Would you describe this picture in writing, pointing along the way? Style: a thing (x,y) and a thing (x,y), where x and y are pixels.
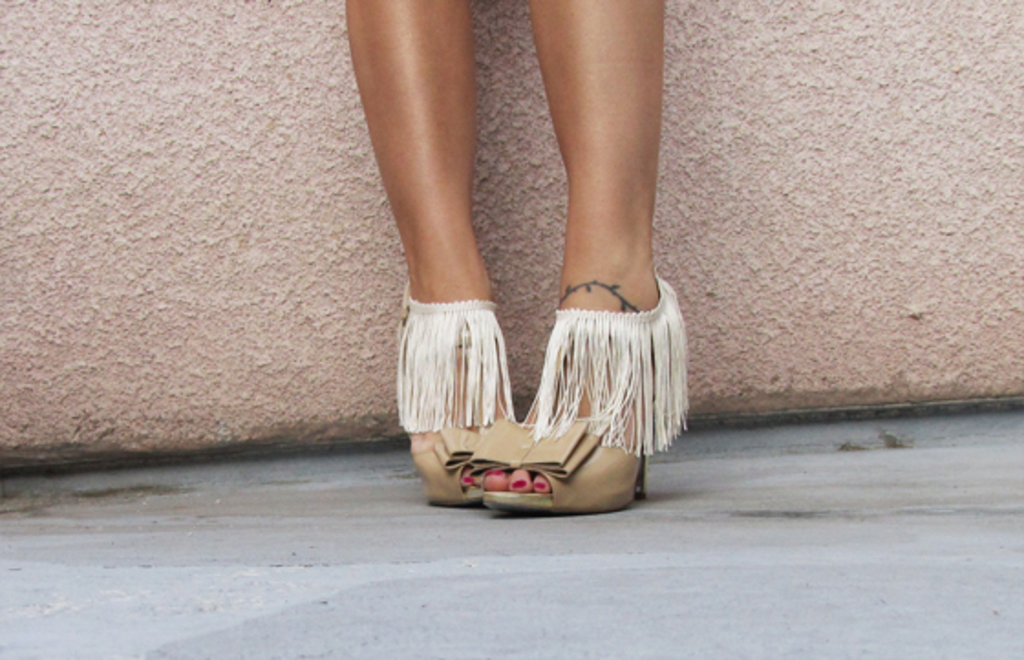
In this picture we can see the close view of the girl's legs (453,1) with sandals (557,496). Behind there is a brown texture wall (238,443).
